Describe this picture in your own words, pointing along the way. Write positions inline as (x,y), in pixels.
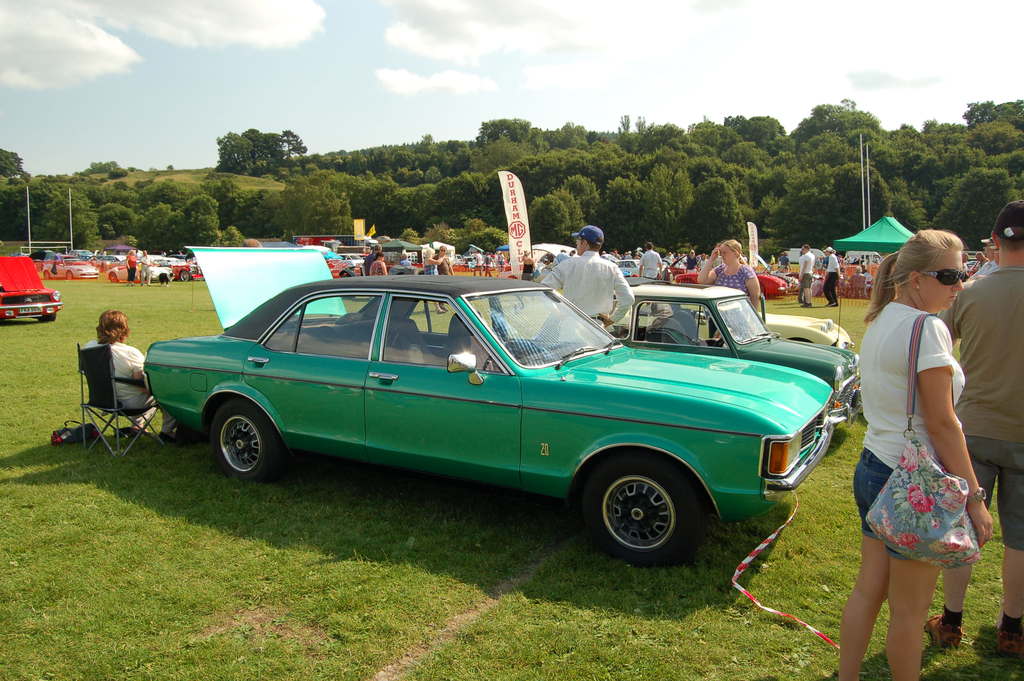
In this image in the center (640,310) there are some vehicles (521,338) and some persons (598,313) are walking, at the bottom (225,676) there is grass (406,482) and in the background (449,178) there are some trees (917,156), boards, tents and some chairs (94,392). And at the top of the image (383,109) there is sky (346,142).
